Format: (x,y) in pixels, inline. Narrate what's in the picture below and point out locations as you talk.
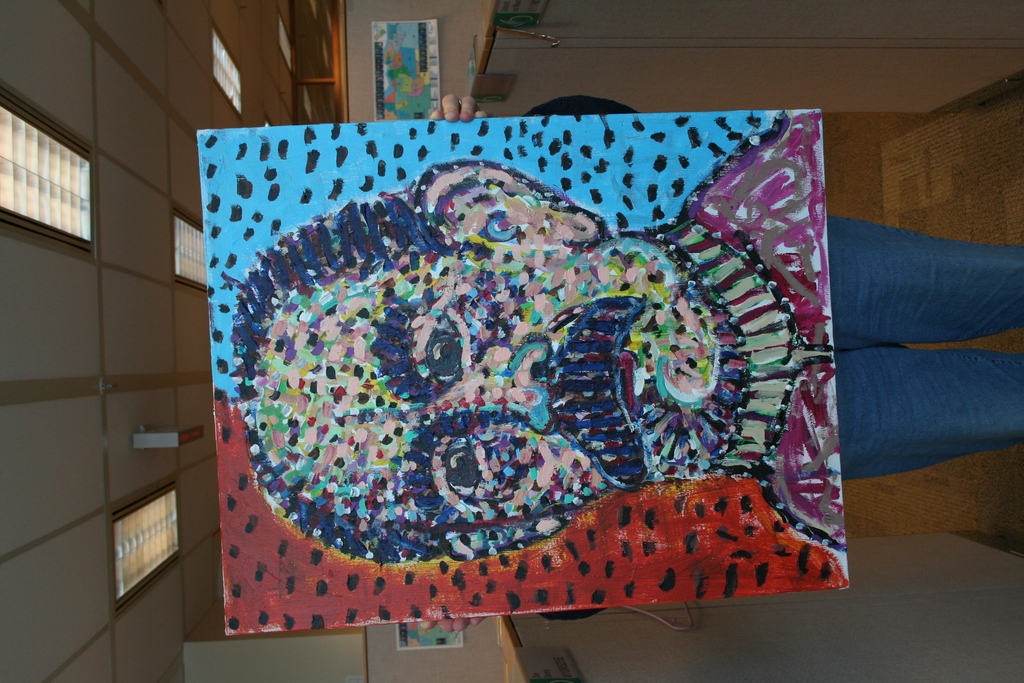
In this picture we can see a person (912,381) is holding a painting board (470,428). Behind the person (953,320) there is a wall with photo frames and at the top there are ceiling lights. On the left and right side of the person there are some objects (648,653).
